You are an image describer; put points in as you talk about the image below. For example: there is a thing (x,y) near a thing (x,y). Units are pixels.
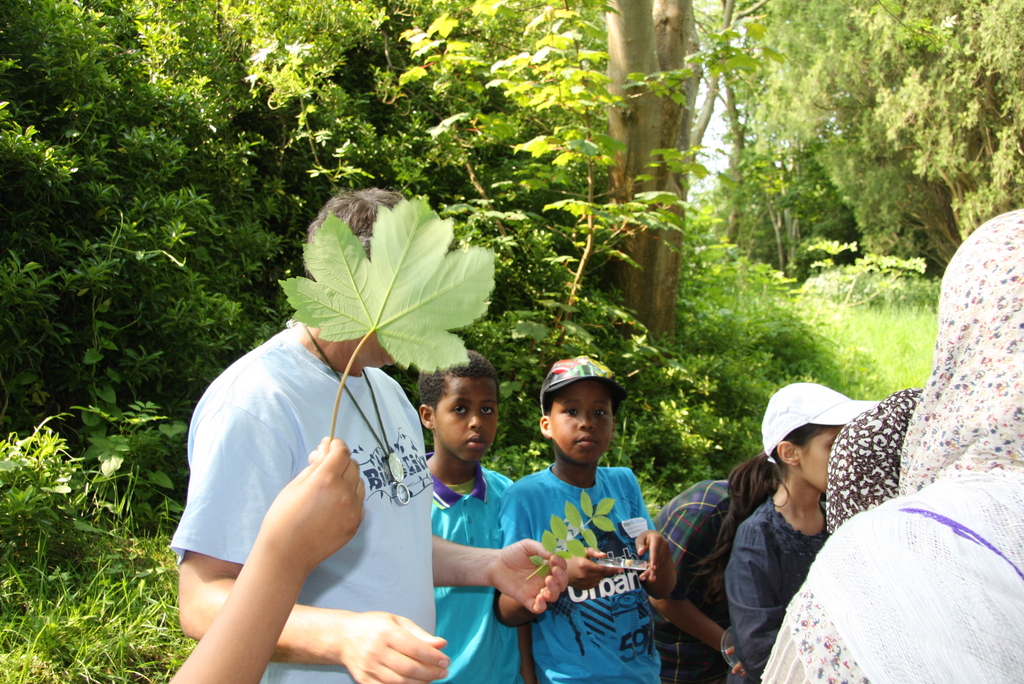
This is an outside view. Here I can see few people (543,427) are standing facing towards the right side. At the bottom (302,558), I can see a person's hand (321,506) holding a leaf (395,315). In the background (229,180) there are many trees (687,162), plants (765,325) and also I can see the grass (903,340).
